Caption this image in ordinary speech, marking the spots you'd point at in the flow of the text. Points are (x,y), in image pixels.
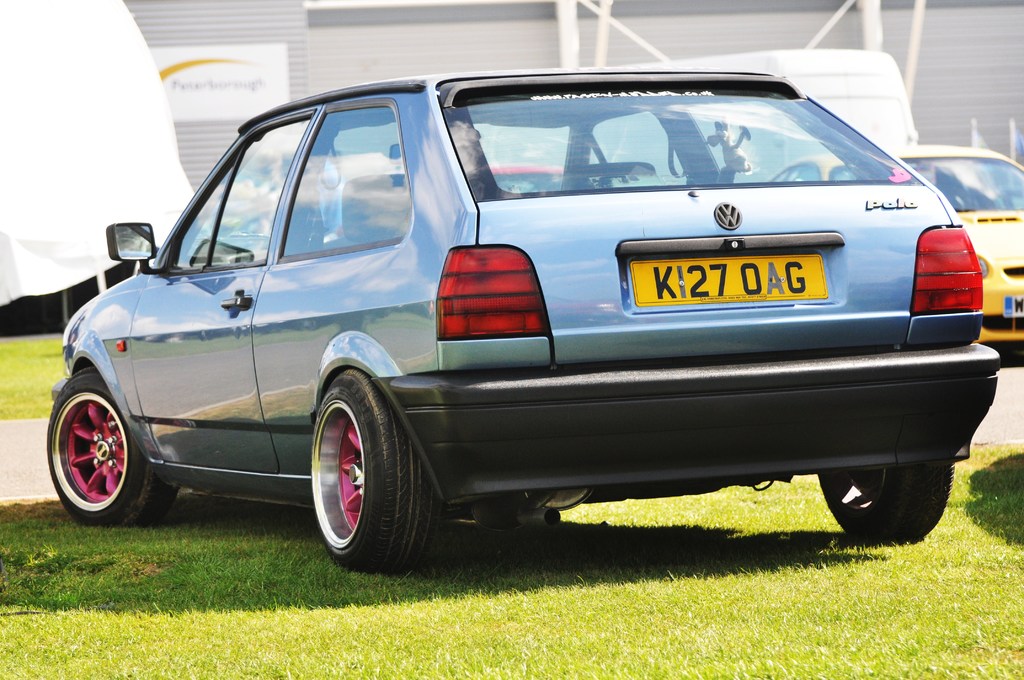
In this picture there is a car (546,228) in the center of the image (513,346), on the grassland (107,626) and there are other vehicles (698,63) behind it, there is a building (262,21), flags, and a posters (214,45) in the background area of the image (327,44).
